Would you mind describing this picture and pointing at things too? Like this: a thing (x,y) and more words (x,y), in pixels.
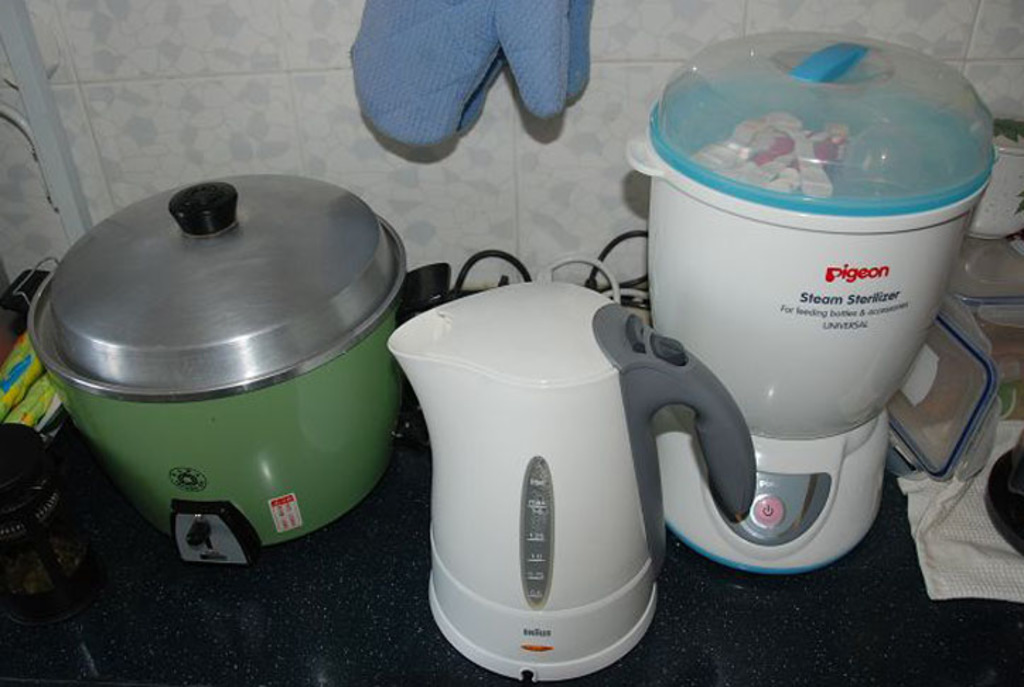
This image consists of rice cooker (260,399) along with kettle (504,491) and steam sterilizer (759,251) kept on the counter (291,631). It looks like a kitchen (469,22). In the background (613,47), there is a wall (522,154) covered with white color tiles (213,116). To the top (464,78), there are gloves (410,84). To the right (934,374), there are boxes (941,355).
